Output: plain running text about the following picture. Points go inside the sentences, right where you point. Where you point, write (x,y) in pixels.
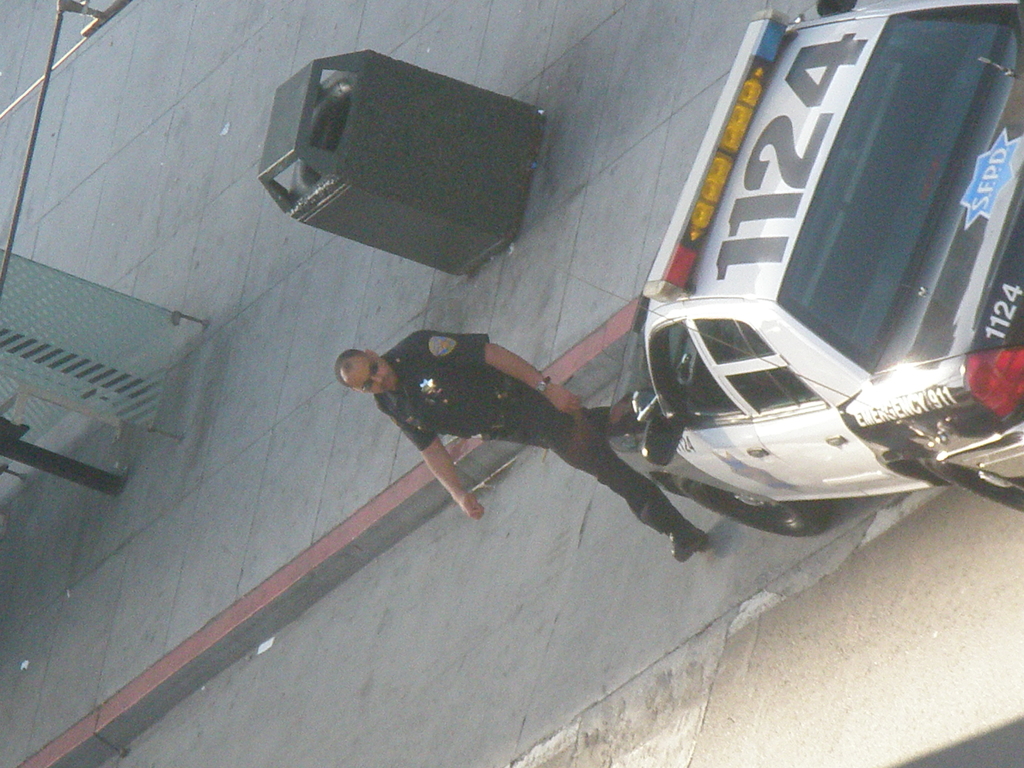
This is an outside view. On the right side (878,200) there is a car (835,358) on the road (817,569). Beside the car (776,445) there is man (435,412) wearing uniform (410,400) and crossing the road (541,577). At the top of the image (381,191) there is a dustbin (466,190) on the ground (577,95). On the left side (49,442) there is a pole (96,477) and a glass (100,355).
